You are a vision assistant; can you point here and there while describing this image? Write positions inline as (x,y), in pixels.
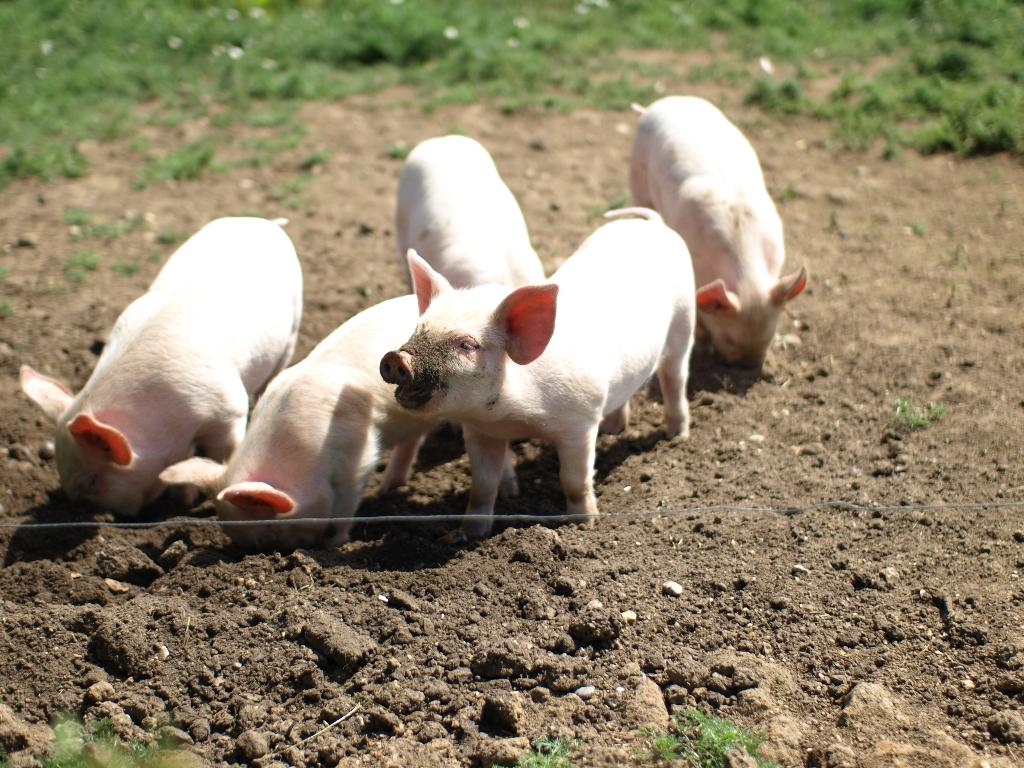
In this image there are pigs (499,325) on the surface of the sand (585,551), in the background (353,42) there is a grass (387,38).
